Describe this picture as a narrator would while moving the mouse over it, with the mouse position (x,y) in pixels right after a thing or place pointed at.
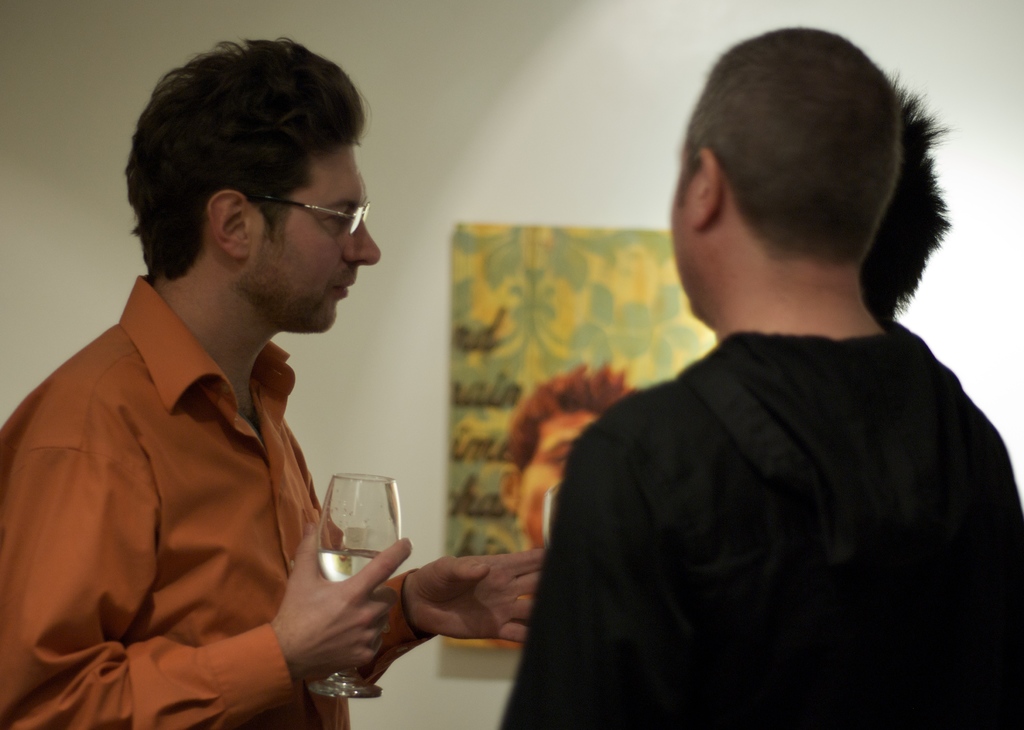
The person (88,471) in the left (123,504) is standing and holding a glass of wine (355,539) in his hand (365,577) and there are two other people (780,361) standing in front of him and there is a picture (592,309) on the wall (551,167).
